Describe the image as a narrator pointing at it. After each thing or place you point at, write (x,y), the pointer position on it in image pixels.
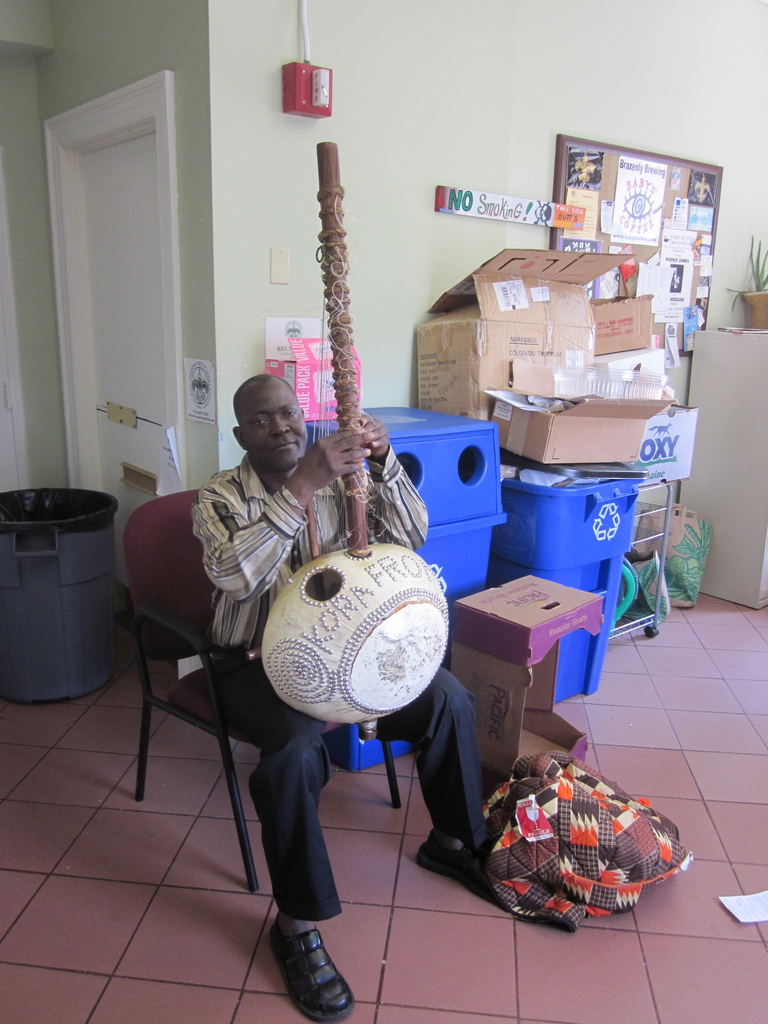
In this picture we can see a man (250,709) sitting on a chair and holding a musical instrument (365,557), there is a cloth (581,798) here, we can see cardboard boxes (567,457) here, there are two dustbins (558,543) here, in the background (408,65) there is a wall (461,167), we can see some papers (663,243) pasted on this board (698,274), there is a door (116,301) here, we can see a plant (759,325) here.
